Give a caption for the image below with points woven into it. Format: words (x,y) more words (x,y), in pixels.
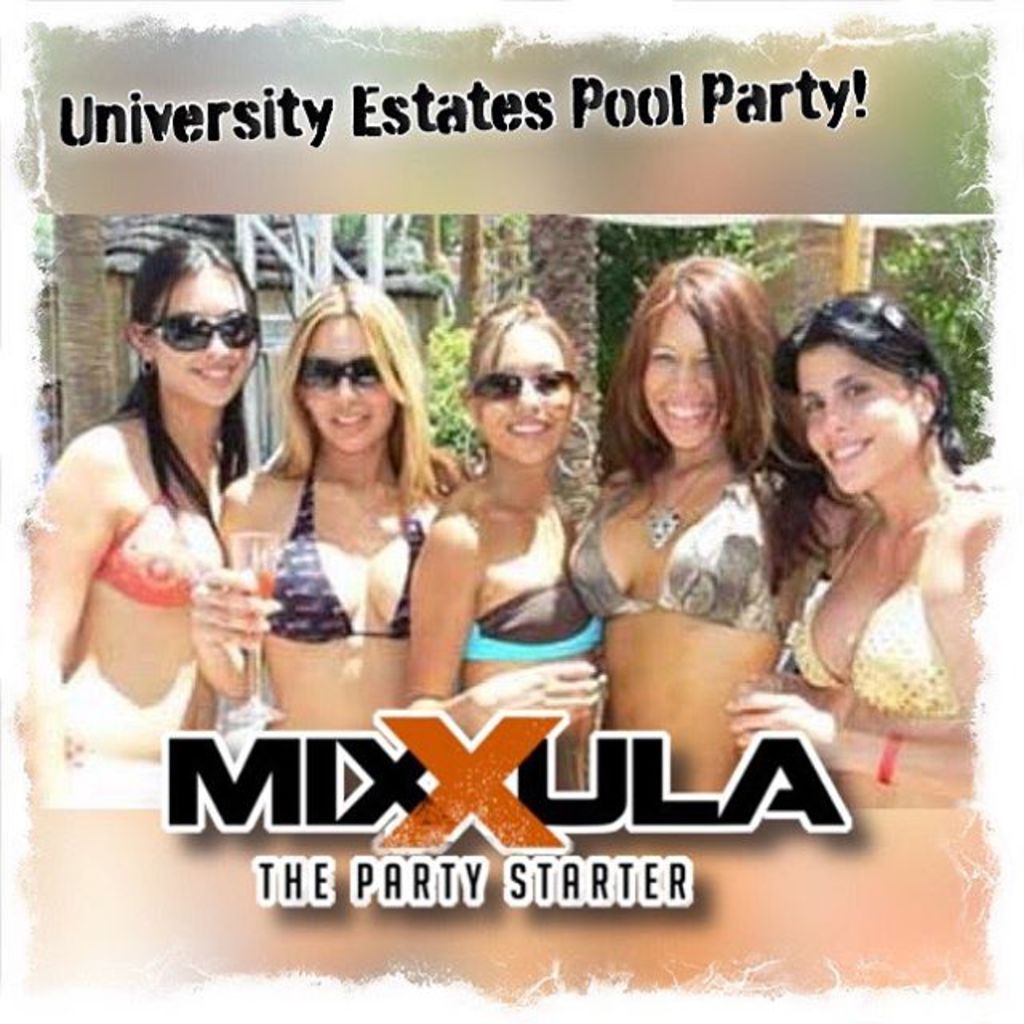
In this image, we can see a poster (208,4), on that poster (487,976) we can see some women (770,557) and there is some text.
